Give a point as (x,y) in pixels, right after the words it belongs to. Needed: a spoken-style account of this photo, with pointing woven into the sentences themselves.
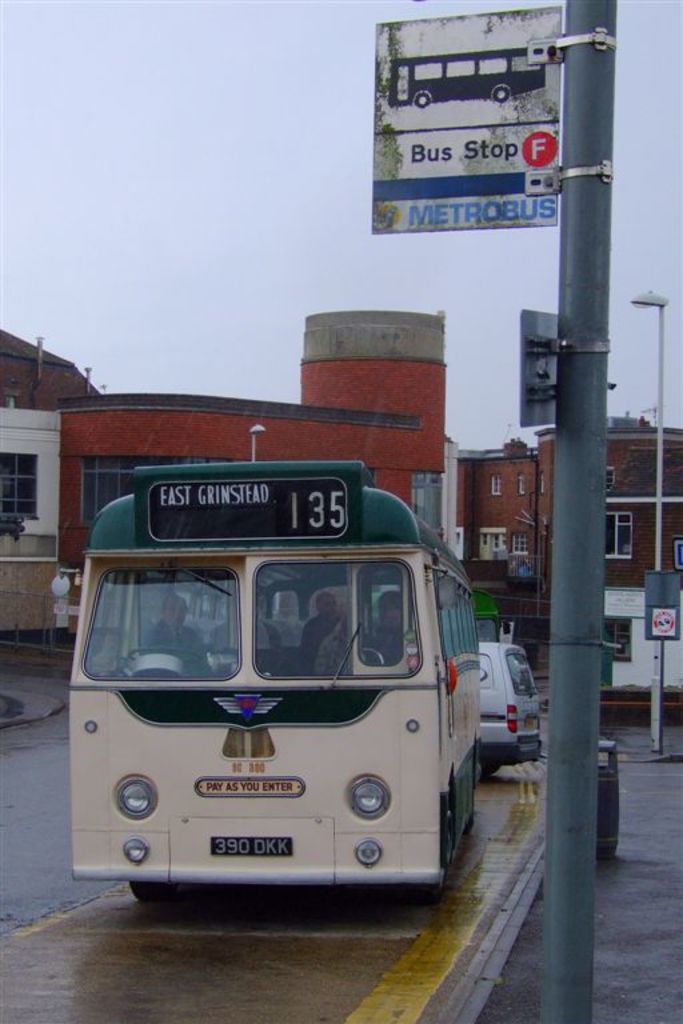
In this image there are vehicles (495,698), boards (663,601) attached to the poles (596,607), and in the background (7,365) there are buildings (73,416), sky (239,257).
